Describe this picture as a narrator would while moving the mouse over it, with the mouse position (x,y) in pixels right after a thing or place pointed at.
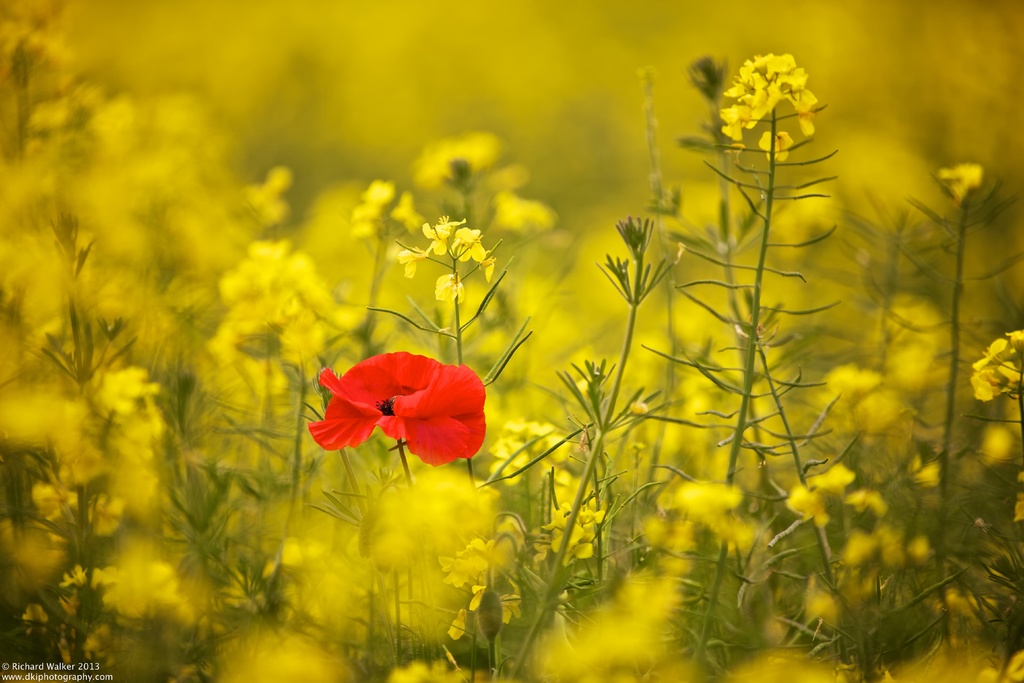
In this image we can see plants (781,562) with flowers (806,117) which are in yellow color. In the center (358,424) there is a red flower (382,412).
